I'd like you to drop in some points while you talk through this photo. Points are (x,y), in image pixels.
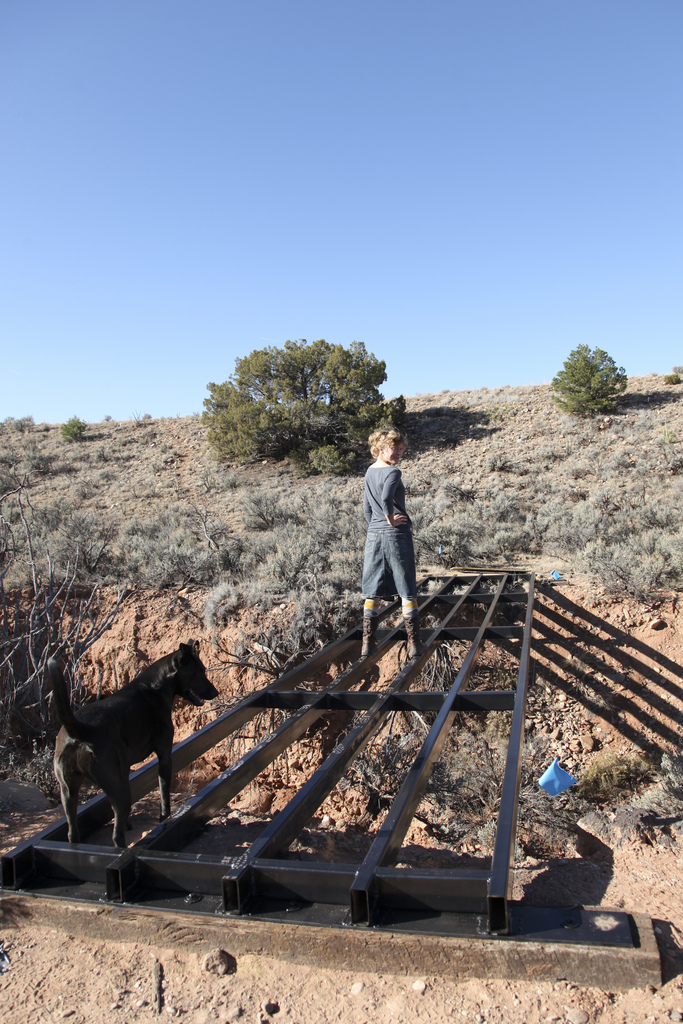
In the middle of this image (379,487), there is a person (415,641) standing on a bridge (395,639), on which there is a dog (113,727). In the background (564,424), there are trees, plants (117,424) and grass (201,419) on a hill (407,432) and there is blue sky (366,257).
